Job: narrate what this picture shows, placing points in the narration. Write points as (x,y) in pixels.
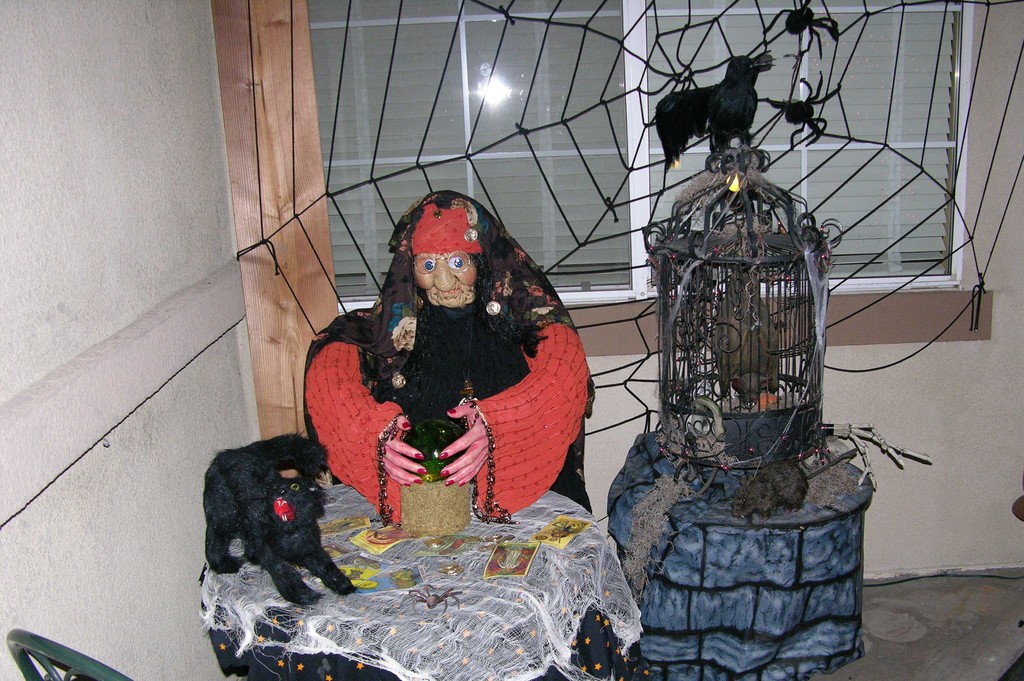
In this image we can see a statue (460,478) of a person (411,468) sitting and touching a green color object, here we can see a table (457,585) on which we can see black color cat (297,448) and cards (510,571) kept. Here we can see a cage (763,448), bird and spider web design (877,182) in the background (903,186).
